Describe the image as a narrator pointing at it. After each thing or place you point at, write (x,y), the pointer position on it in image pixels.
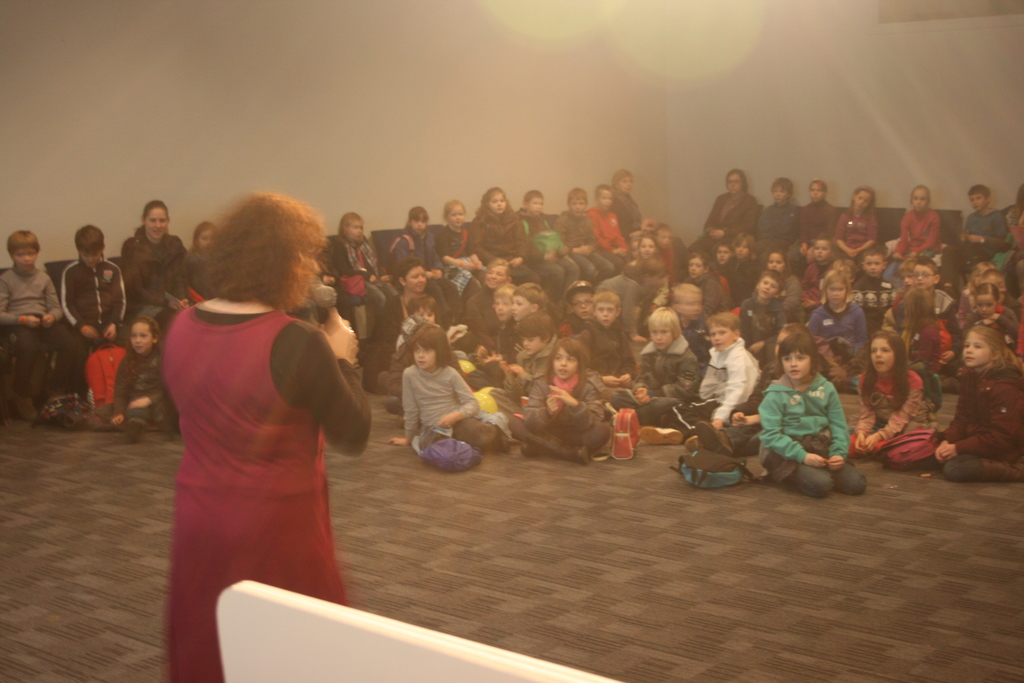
On the left side of the image (315,565) we can see a lady (169,340) is standing and talking by holding a mic (337,311) and wearing a dress (285,443). In the background of the image (142,363) we can see some people (969,297) are sitting on the floor (981,586) and some of them are sitting on the benches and also we can see the bags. At the top of the image (473,111) we can see the wall (496,129) and lights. At the bottom of the image (420,641) we can see an object (405,633).
